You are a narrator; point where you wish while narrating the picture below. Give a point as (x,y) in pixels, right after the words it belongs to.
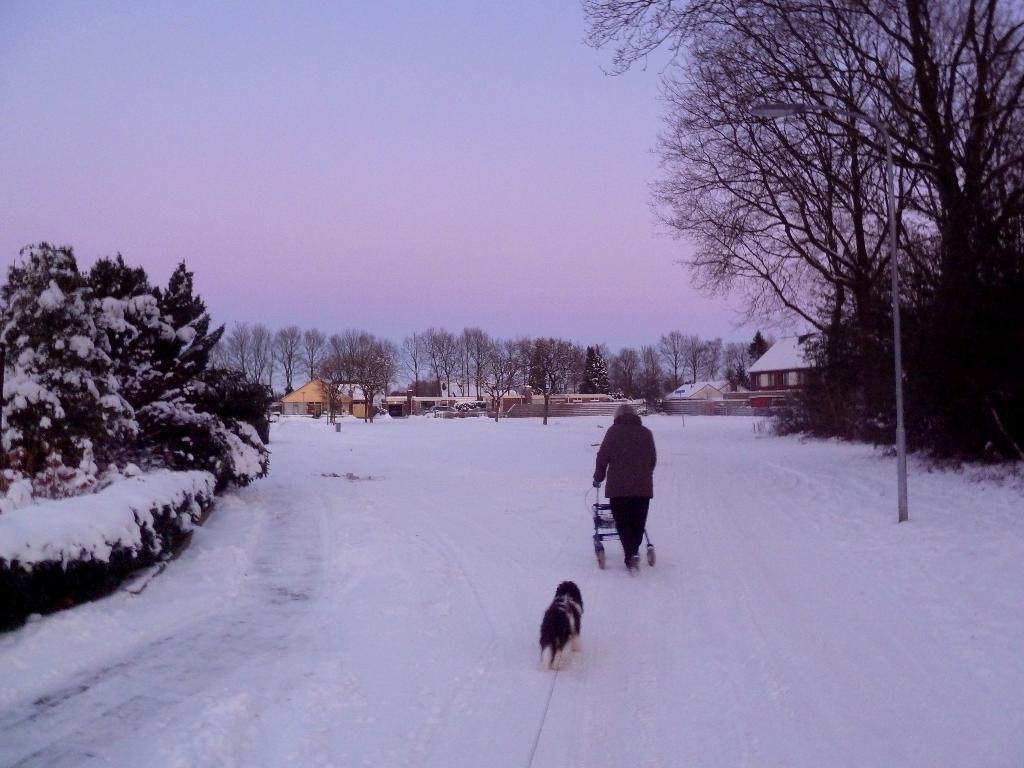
In this image there is person (630,543) who is holding a trolley (600,518) and walking, and there is a dog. At the bottom (323,599) there is snow (858,526), and in the background (712,370) there are some houses (784,372), trees (728,359) and on the right side (730,204) and left side (180,403) there are trees (96,467). On the trees (102,462) there is snow (102,462) and there is a pole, at the top (317,171) there is sky (366,152).
